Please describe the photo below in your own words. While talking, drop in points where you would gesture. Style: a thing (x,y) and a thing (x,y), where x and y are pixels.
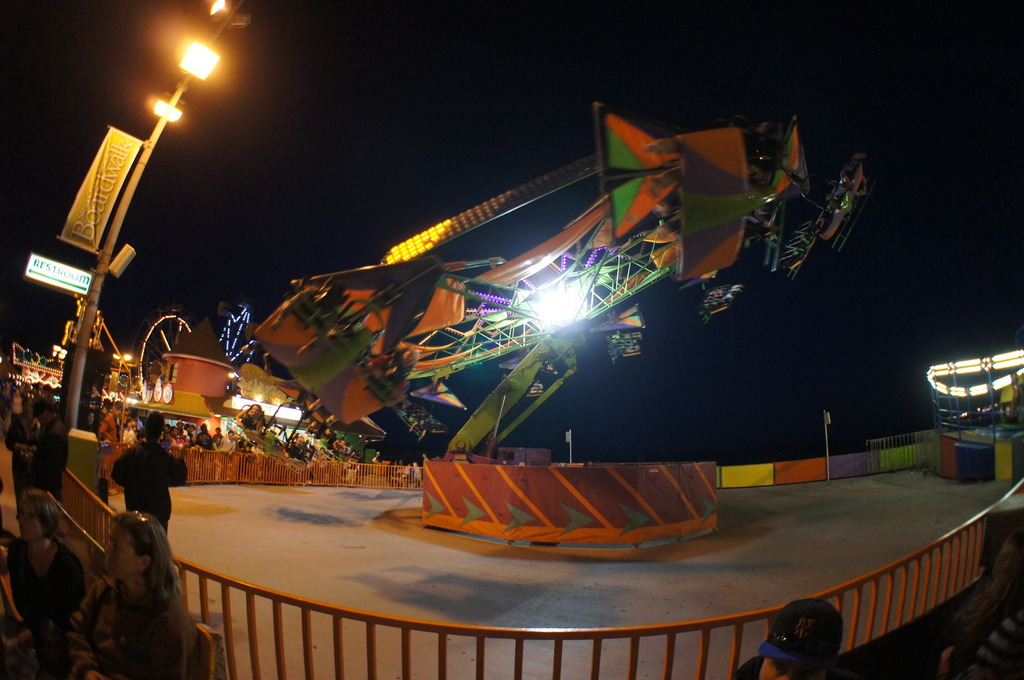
In this image, we can see a fun ride (564,326). There are some persons (40,510) in the bottom left of the image (76,561) wearing clothes (129,472). There is a pole (84,349) on the left side of the image (85,350).
